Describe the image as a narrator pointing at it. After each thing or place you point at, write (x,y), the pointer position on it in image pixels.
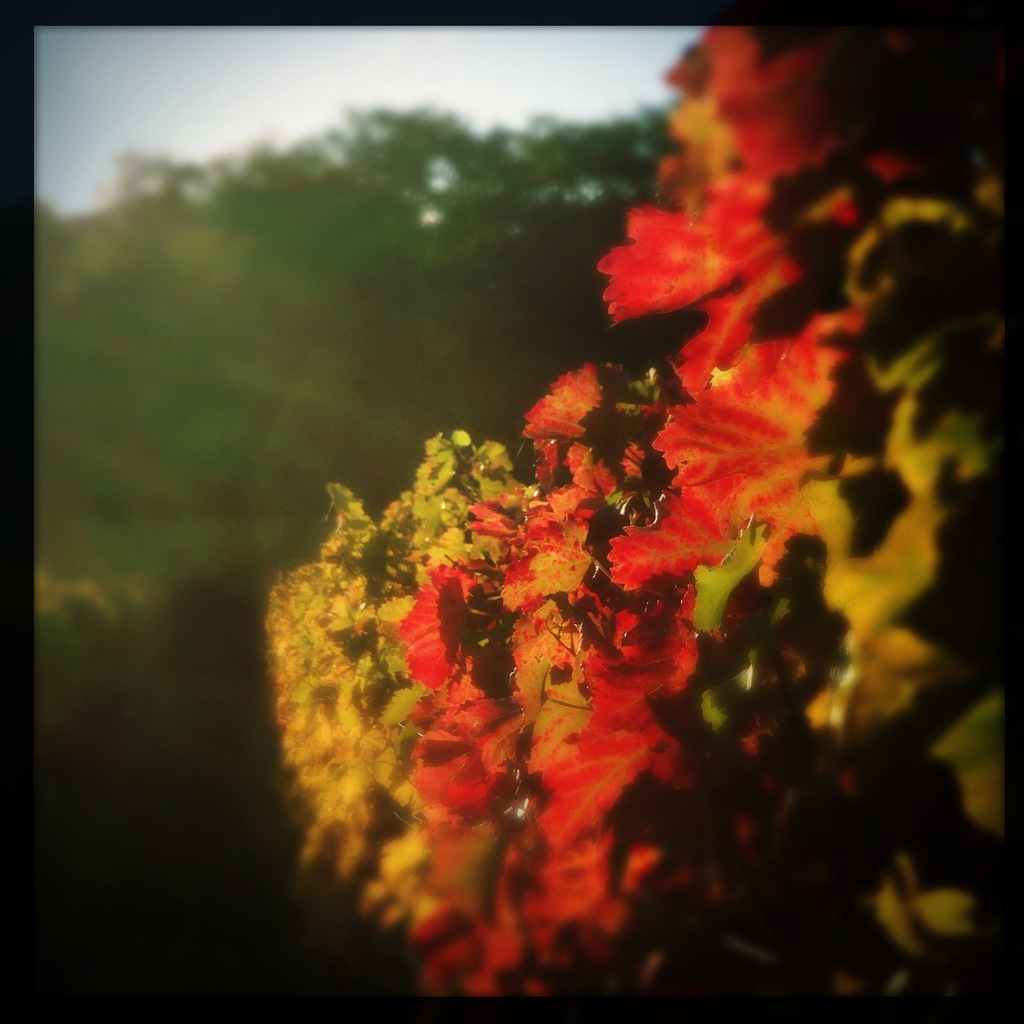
It looks like an edited image, we can see there are leaves (286,652). Behind the leaves (400,593) there are trees (341,353) and the sky (254,124).
